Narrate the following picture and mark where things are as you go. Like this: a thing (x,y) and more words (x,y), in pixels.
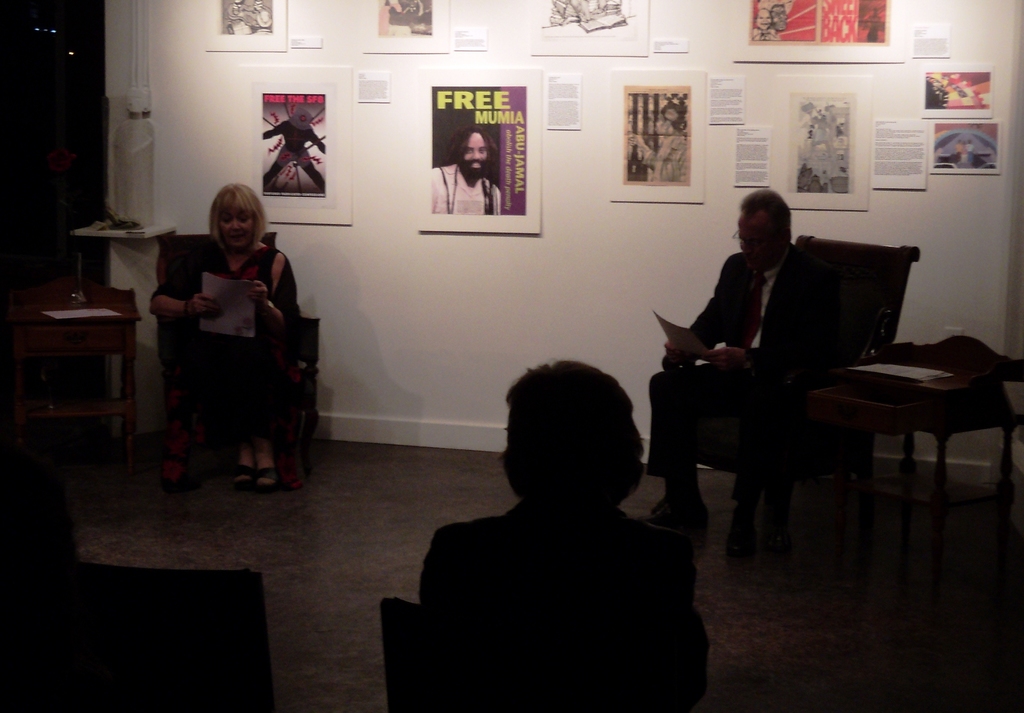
In this image there are 3 persons (256,362) sitting in the chair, there is a table (850,391), and there are some photo frames (665,147) attached to the wall (413,274).
